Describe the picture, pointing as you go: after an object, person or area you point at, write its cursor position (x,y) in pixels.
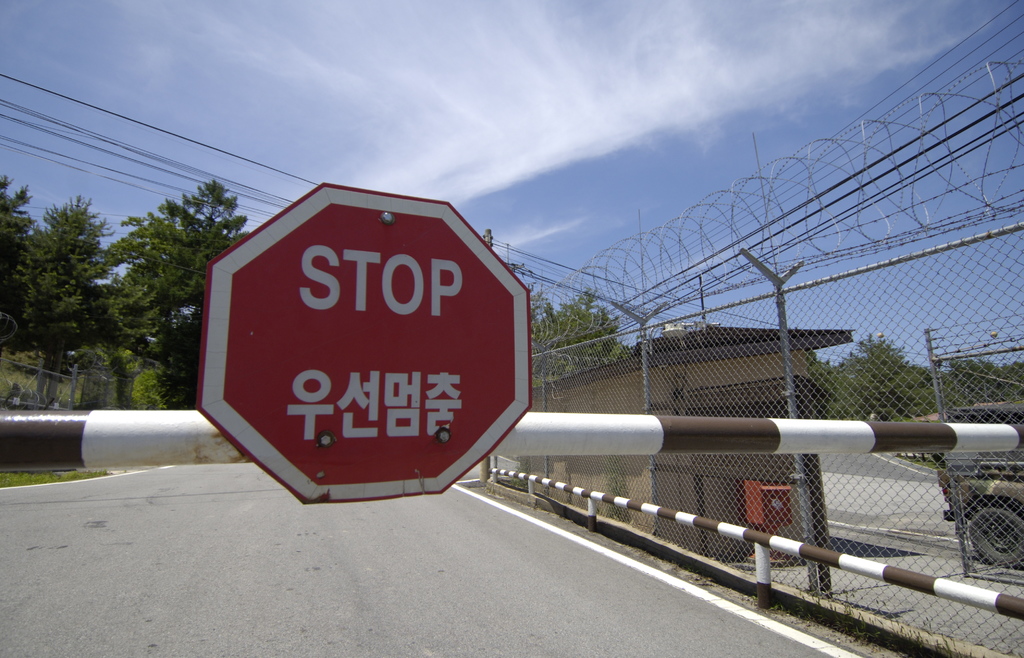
In this picture we can see a signboard (386,315), trees (35,236), fence (817,398) and a vehicle (1004,457) on the road (876,537) and in the background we can see the sky (435,63) with clouds (428,113).
